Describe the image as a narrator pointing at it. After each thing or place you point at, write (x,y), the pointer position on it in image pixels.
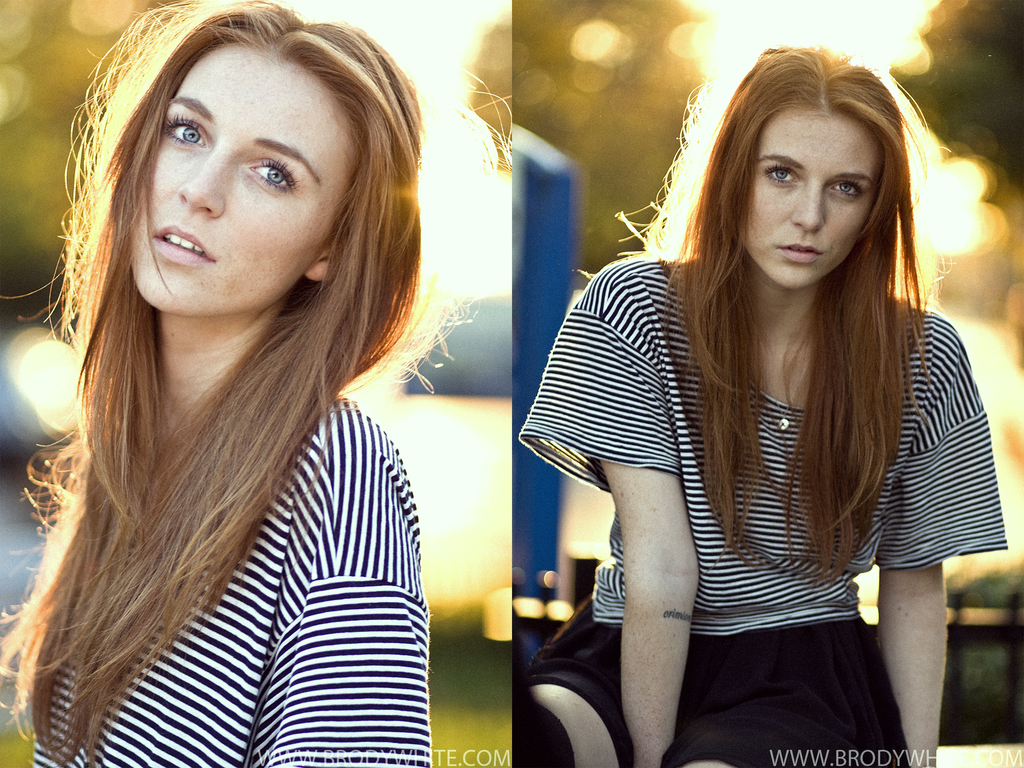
In this picture I can see collage of two pictures of a same woman (593,351) and we see a woman (270,215) in the side angle in first picture and front pose in the second picture and watermarks (404,753) on the bottom right (787,754) corner of both the pictures.
